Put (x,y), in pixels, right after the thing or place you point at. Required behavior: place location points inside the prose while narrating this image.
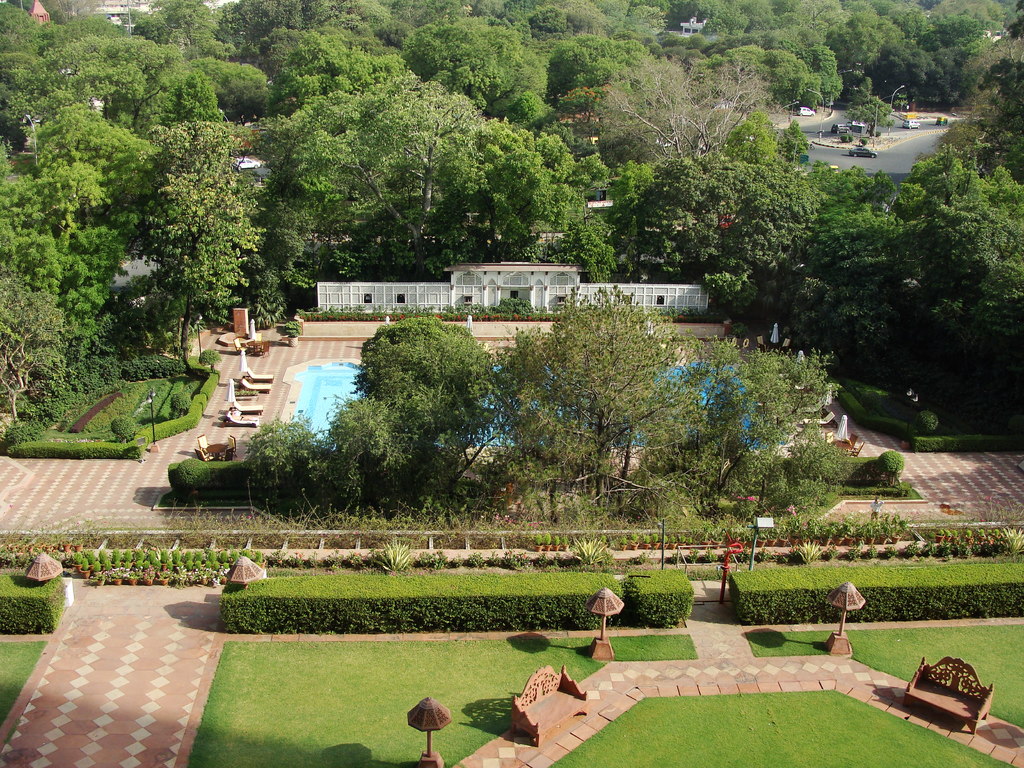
In this image I can see trees (215,90) and building (557,305) and swimming pool (312,370) in the middle (343,375), at the bottom (429,653) I can see bench (962,678) and grass (468,677) and bushes (467,578) and plants (390,567) and flower pot (117,577) visible and I can see a road (883,166) visible in the top right (923,137).
